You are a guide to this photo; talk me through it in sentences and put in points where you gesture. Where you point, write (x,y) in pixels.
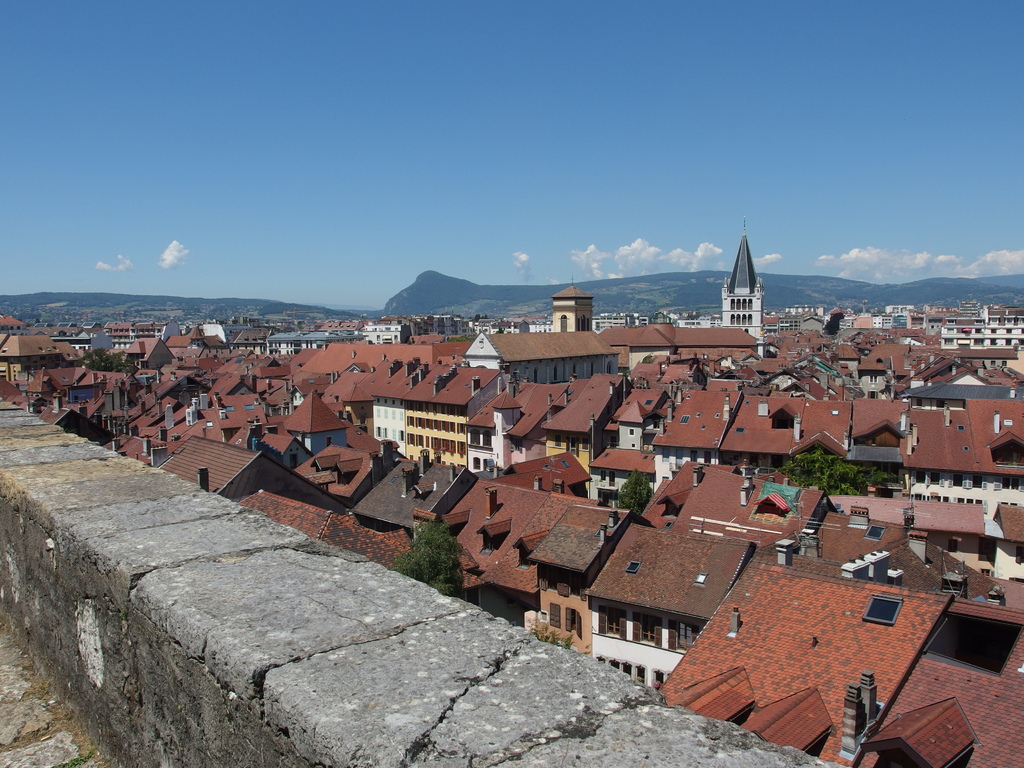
In this image on the left side (143,703) we can see the wall (353,659). In the background (458,387) there are buildings (574,298), houses (1021,503), roofs (531,420), windows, trees (642,495), mountains (641,311) and clouds (856,272) in the sky (288,132).
